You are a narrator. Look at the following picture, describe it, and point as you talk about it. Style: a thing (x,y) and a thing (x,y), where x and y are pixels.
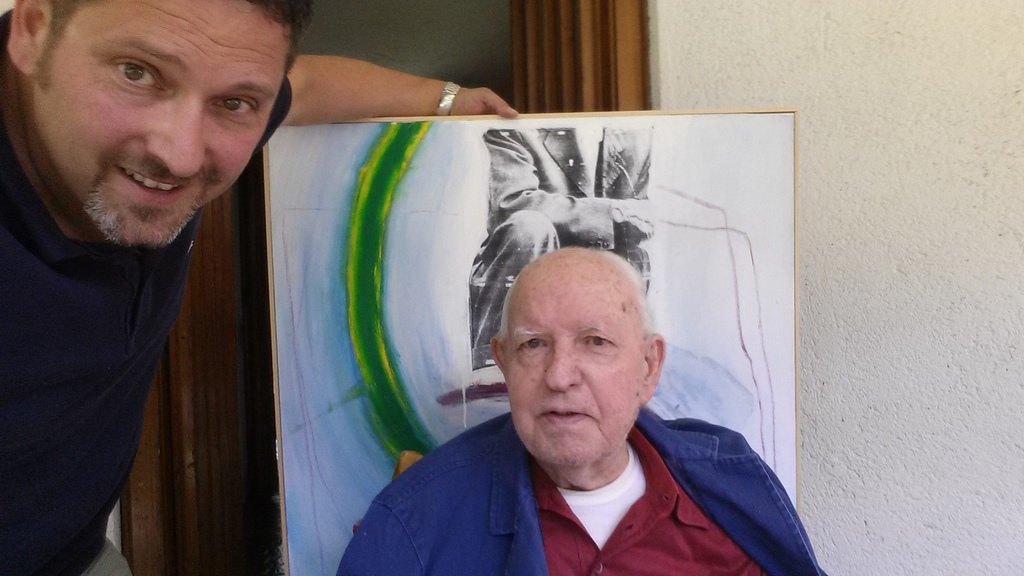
In this image in the center (565,378) there is one person (612,531) who is sitting, on the left side (115,201) there is another person (137,230) who is standing and he is holding one painting (483,233). In the background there is a wall (933,511).
